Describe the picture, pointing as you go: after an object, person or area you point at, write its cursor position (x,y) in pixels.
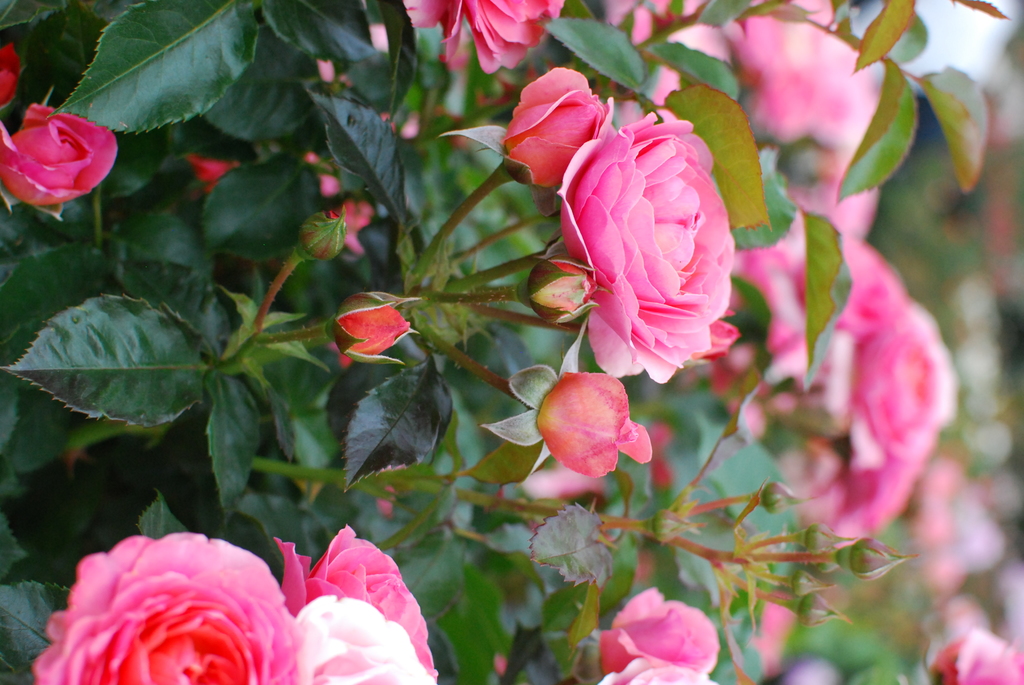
There are some flowers (288,608) with stem (419,307) and leaves (260,125) as we can see in the middle of this image (494,335).
